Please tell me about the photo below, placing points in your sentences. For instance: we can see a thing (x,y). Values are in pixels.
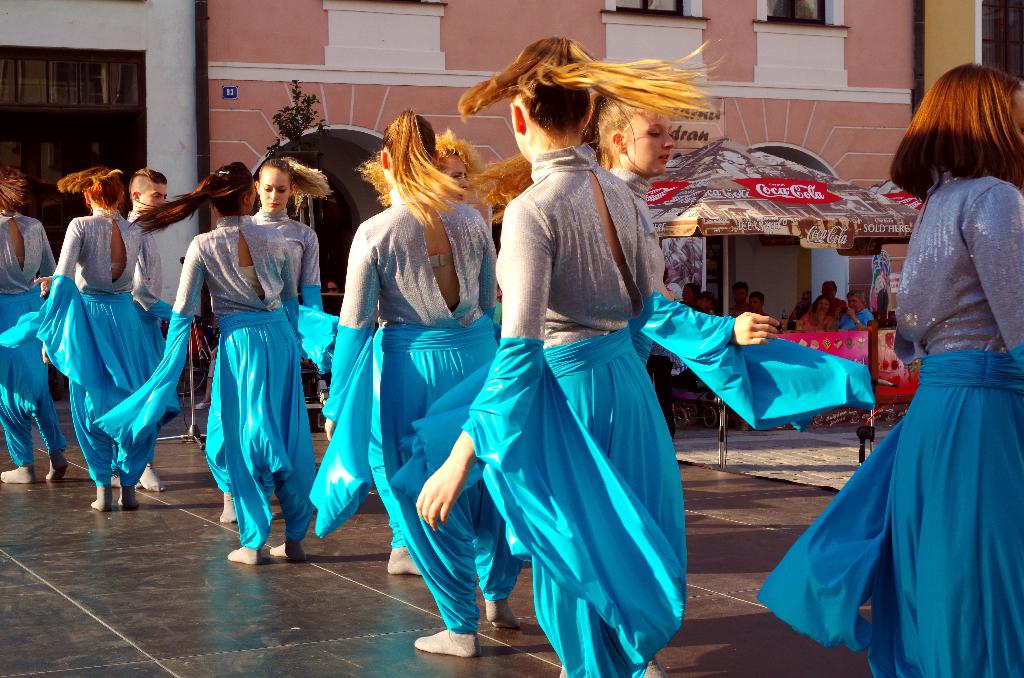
In this picture we can see a group of people (166,400) standing on the floor (59,648). In the background (716,184) we can see an umbrella (713,191), some people (845,305), posters (801,337), tree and buildings (667,23) with windows (110,53).
